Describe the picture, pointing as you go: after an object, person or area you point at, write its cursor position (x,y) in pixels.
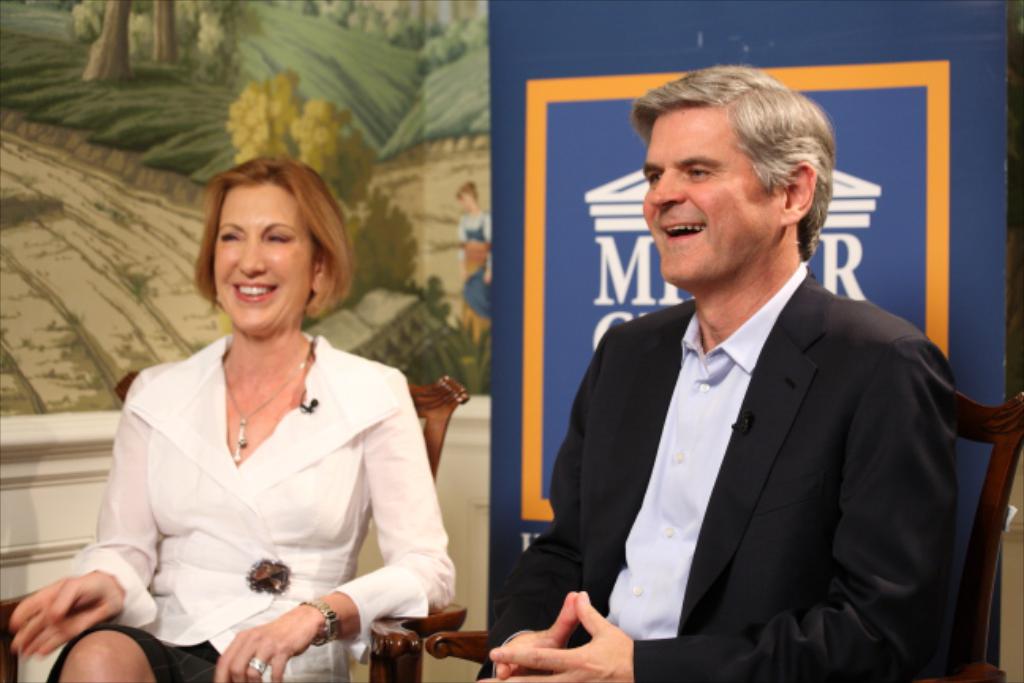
In this image we can see there are two persons (405,463) sitting on the chair (441,435). And at the back (606,165) there is the banner (662,285) with text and wall (170,183) with painting (217,165).
